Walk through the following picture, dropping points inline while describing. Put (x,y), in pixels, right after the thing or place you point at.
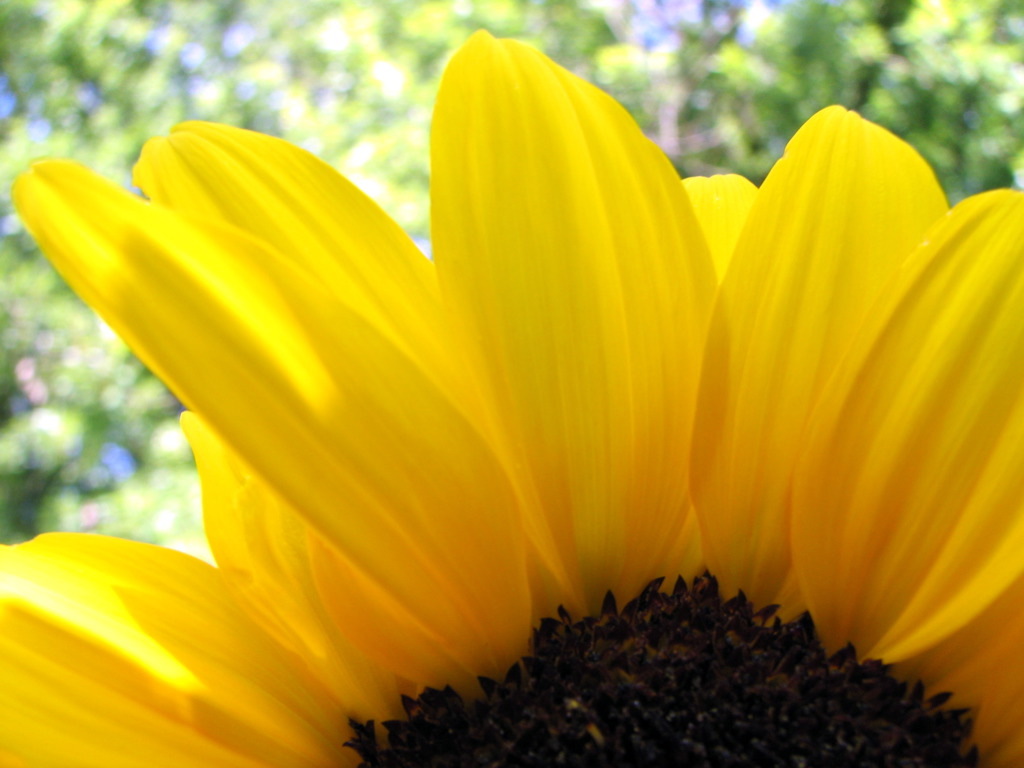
In this picture, we can see a yellow flower (421,466) and behind the flower (534,414) there are blurred things (995,85).
